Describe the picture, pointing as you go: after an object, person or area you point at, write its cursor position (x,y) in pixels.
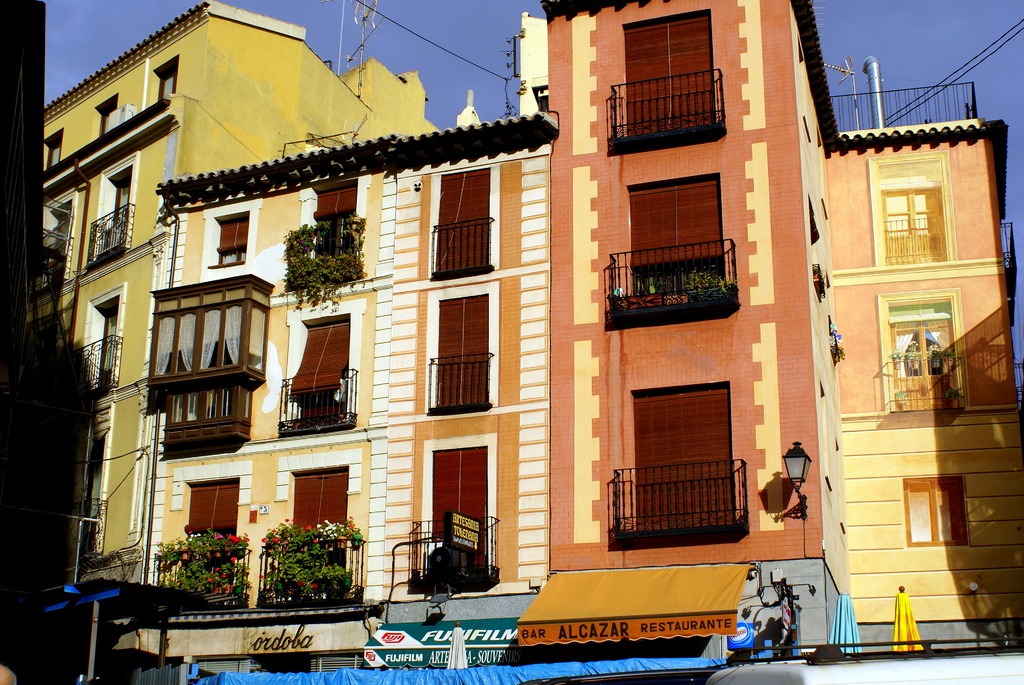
In the picture we can see the building (365,491) with windows (433,491) and under it we can see the shop boards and we can see the sky (327,50) from the top of the building (534,79).
